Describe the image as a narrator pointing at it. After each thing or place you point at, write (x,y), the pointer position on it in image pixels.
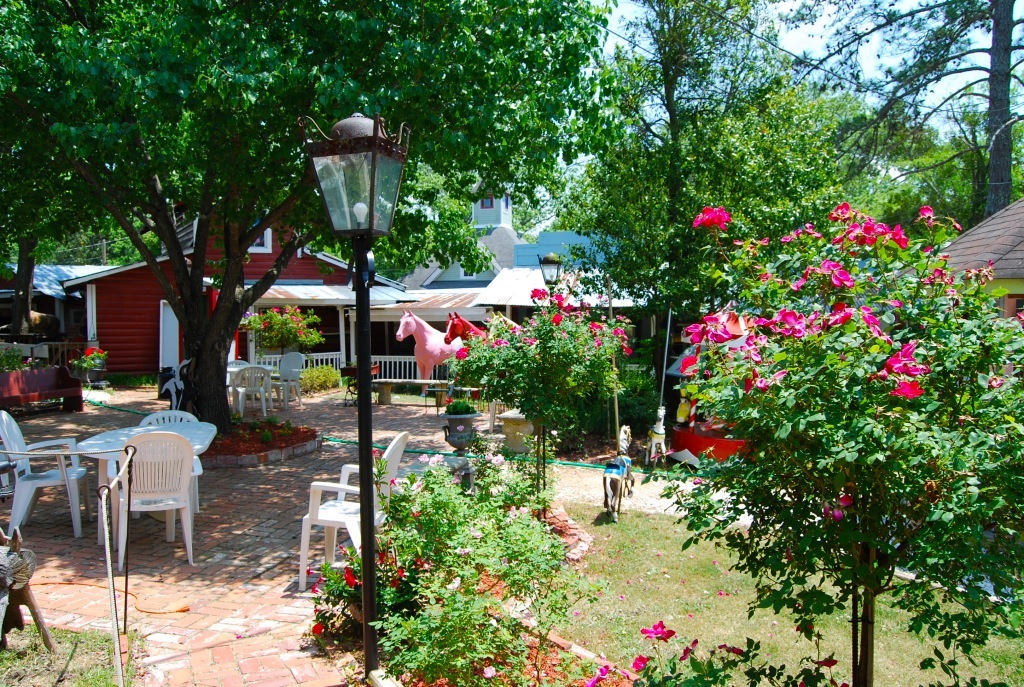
In this image I can see few chairs (71,485) and tables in white color. I can also see few light poles (544,264), trees (222,403) in green color, flowers (806,281) in red and pink color, buildings (156,286) in brown and blue color, and the sky (762,29) is in white color.
